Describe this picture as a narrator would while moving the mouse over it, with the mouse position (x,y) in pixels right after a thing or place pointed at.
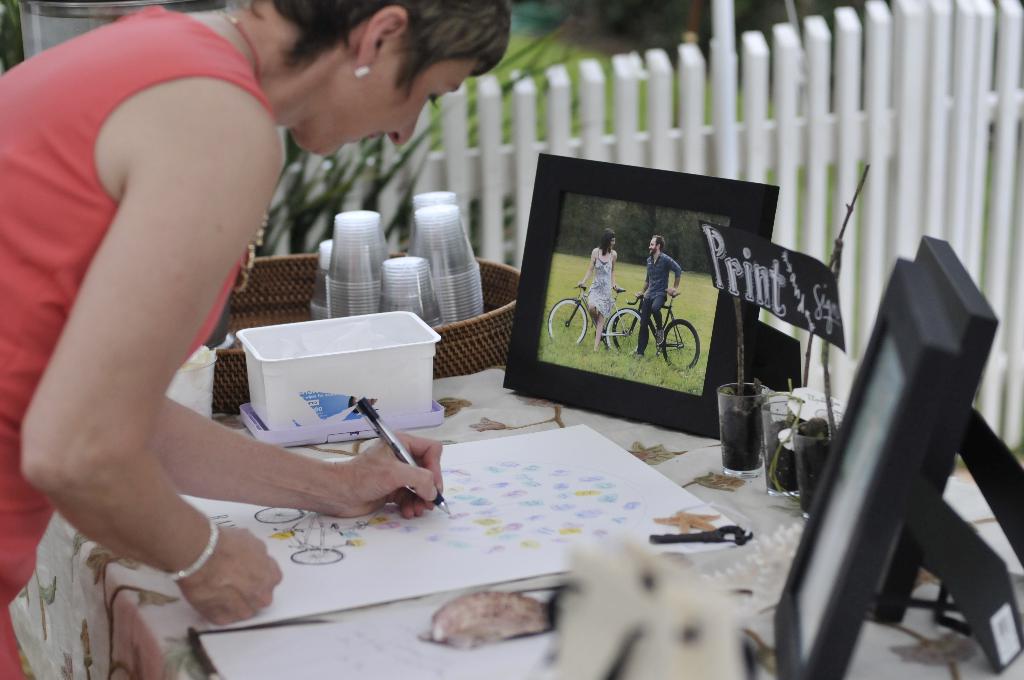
In this picture we can see a woman (146,378) standing and holding a pen (415,464) in her hand (424,496) and drawing on a paper (448,540). On the table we can see glasses (468,249) in a tub (485,321), box (418,350), photo frames (923,494).
